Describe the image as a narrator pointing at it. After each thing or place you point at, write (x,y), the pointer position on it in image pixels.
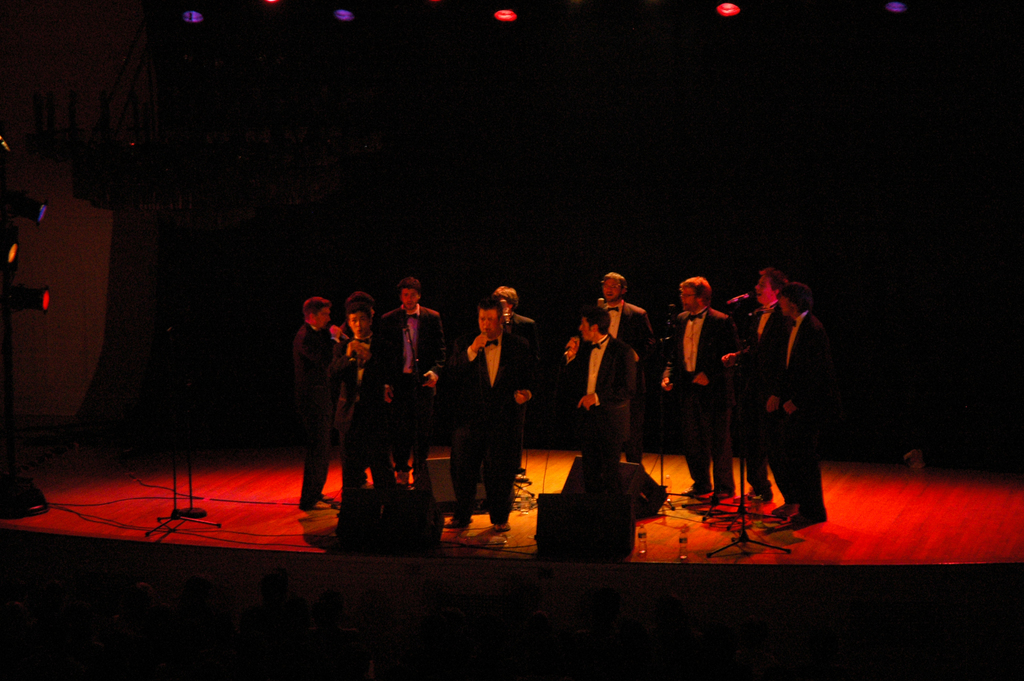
In this image, we can see some people (498,380) standing on the stage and they are singing, we can see some microphone (739,387) and speakers (441,515) and we can see some lights (901,5), there is a dark background (746,186).
